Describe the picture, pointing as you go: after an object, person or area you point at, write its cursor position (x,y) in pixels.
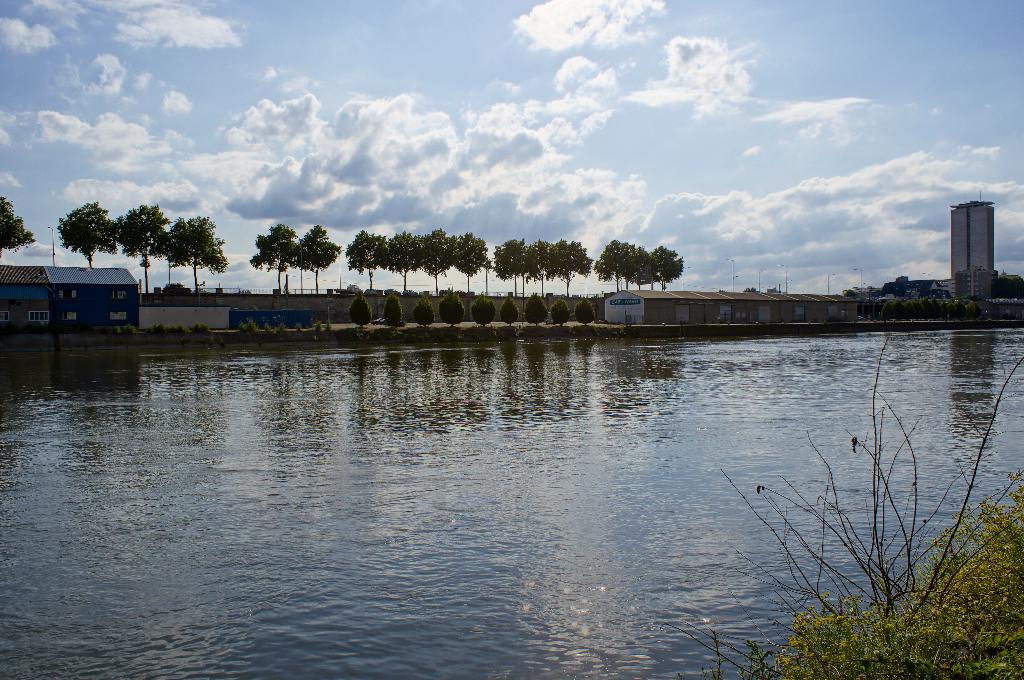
In the picture I can see the lake (279,439), side we can see some trees (391,311), plants (556,312), houses (786,320) and buildings (968,244).
